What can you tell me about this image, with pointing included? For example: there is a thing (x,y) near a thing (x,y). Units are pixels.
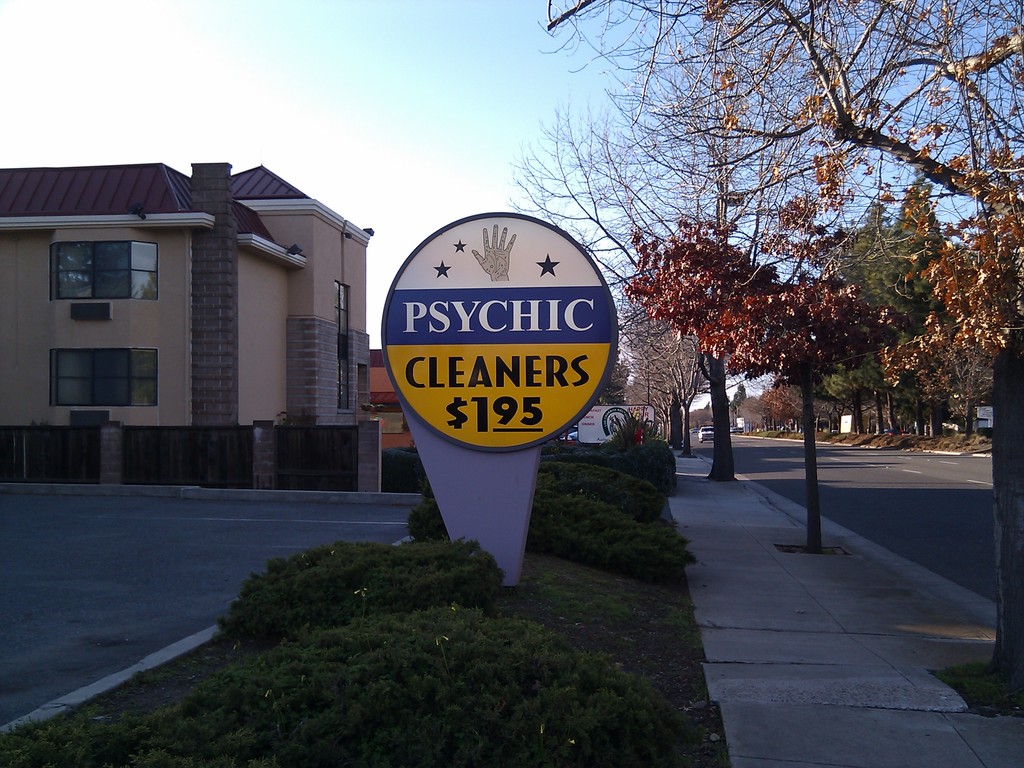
In the image I can see buildings (392,409), plants (419,625), the grass (522,580), boards (500,418) which has something written on them and some other objects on the ground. On the right side of the image (721,441) I can see a vehicle (702,436) on the road (798,458), trees (805,444) and some other objects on the ground (791,587). In the background (451,130) I can see the sky (374,134).
